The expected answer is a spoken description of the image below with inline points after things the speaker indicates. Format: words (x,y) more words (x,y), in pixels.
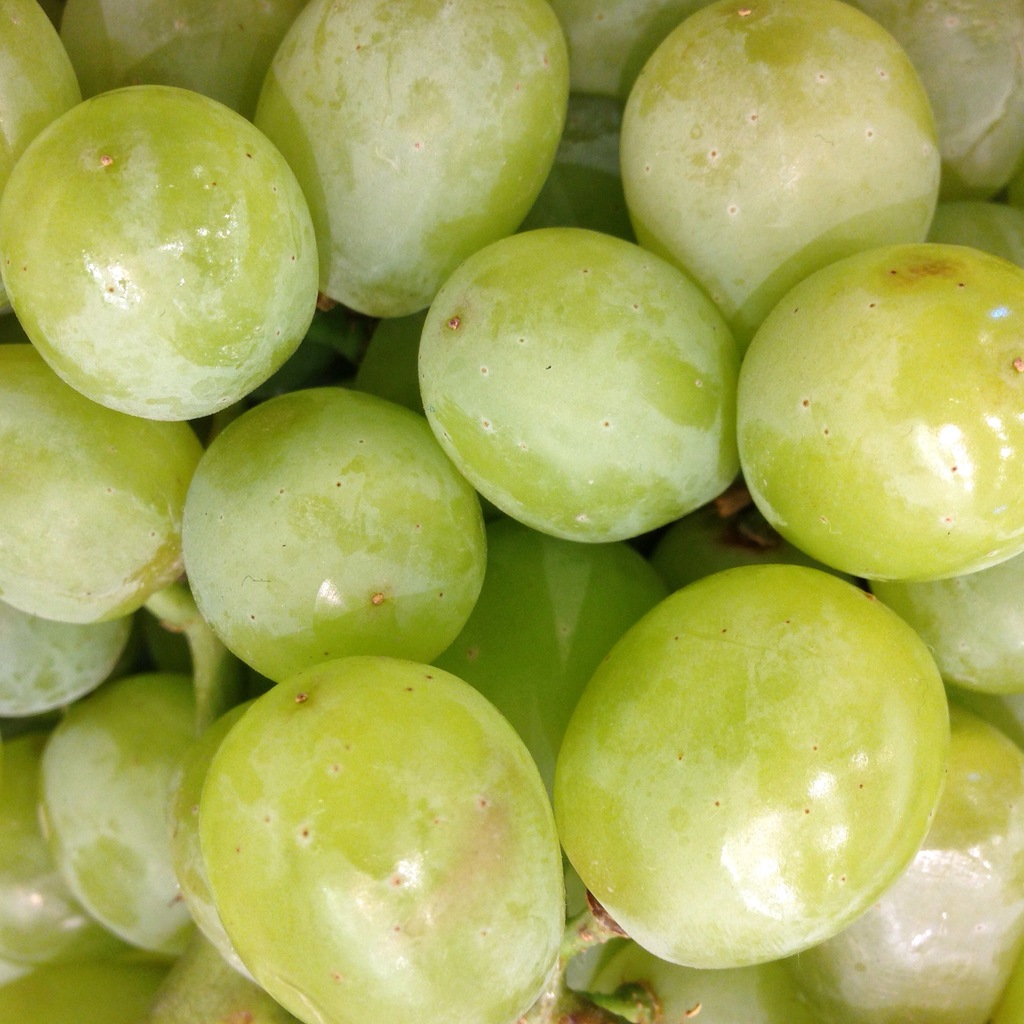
In this image we can see grapes (541,358).
